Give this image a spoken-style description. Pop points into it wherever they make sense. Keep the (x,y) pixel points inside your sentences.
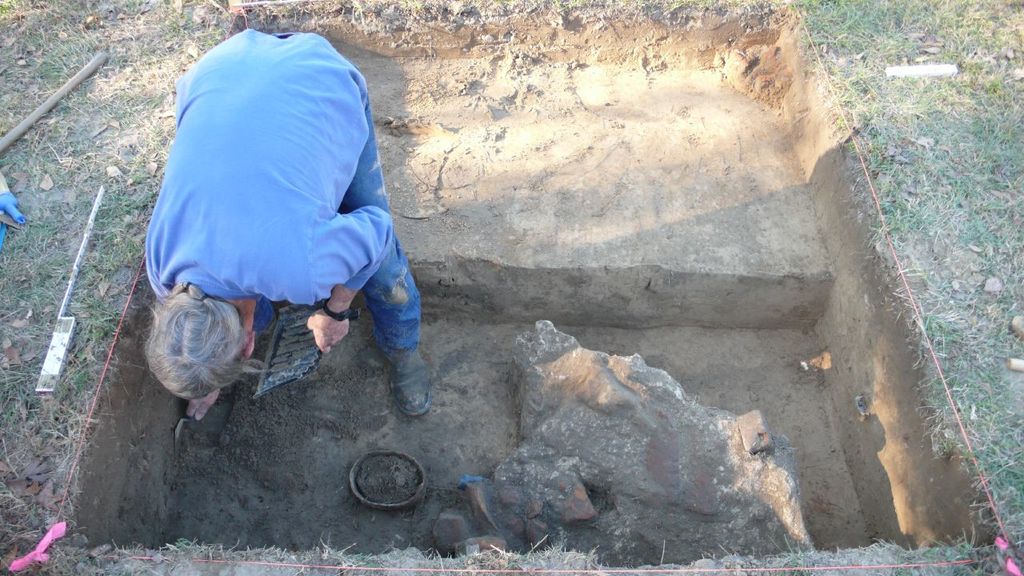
In this image we can see a person (404,286) standing on the ground (161,428) holding a tool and a tray (311,361). We can also see some grass (106,113), tools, a stick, a bowl (357,471) of mud (380,458), the rock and a thread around him.
